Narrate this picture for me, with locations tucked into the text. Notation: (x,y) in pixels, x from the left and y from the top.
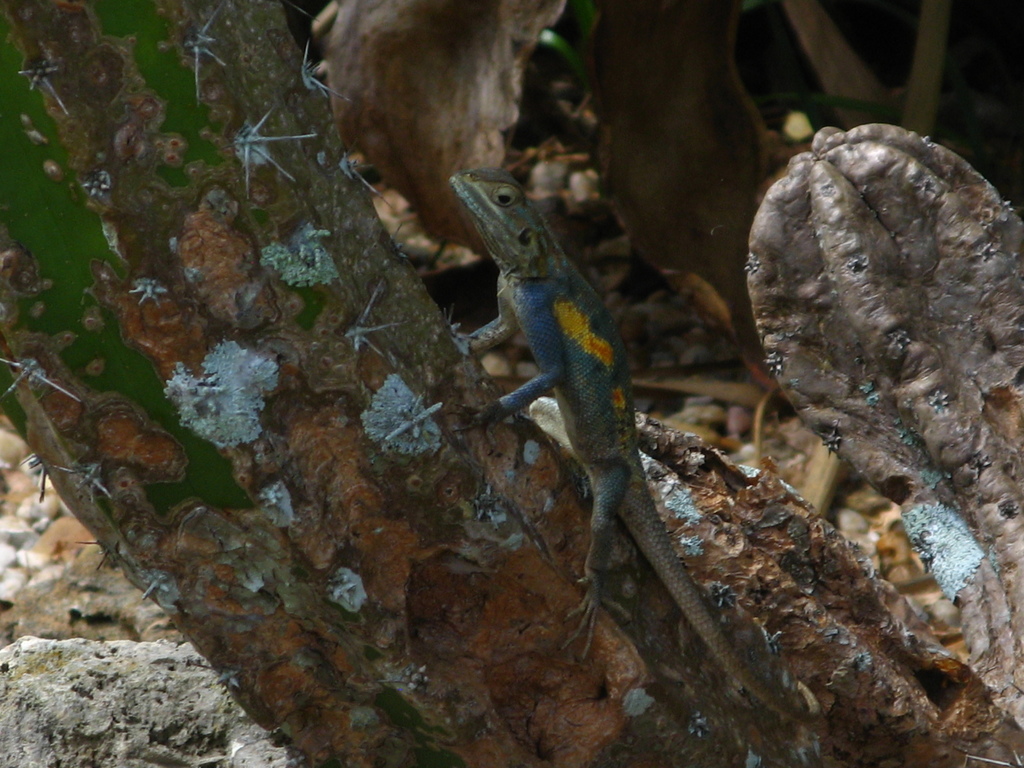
In this picture, we see the reptile (626,372) is on the cactus plant (272,392). At the bottom (162,653), we see the stones (120,648). In the background (545,202), we see the dry leaves (677,121), twigs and stones (562,171). It is brown in color. This picture is blurred in the background (703,113).
